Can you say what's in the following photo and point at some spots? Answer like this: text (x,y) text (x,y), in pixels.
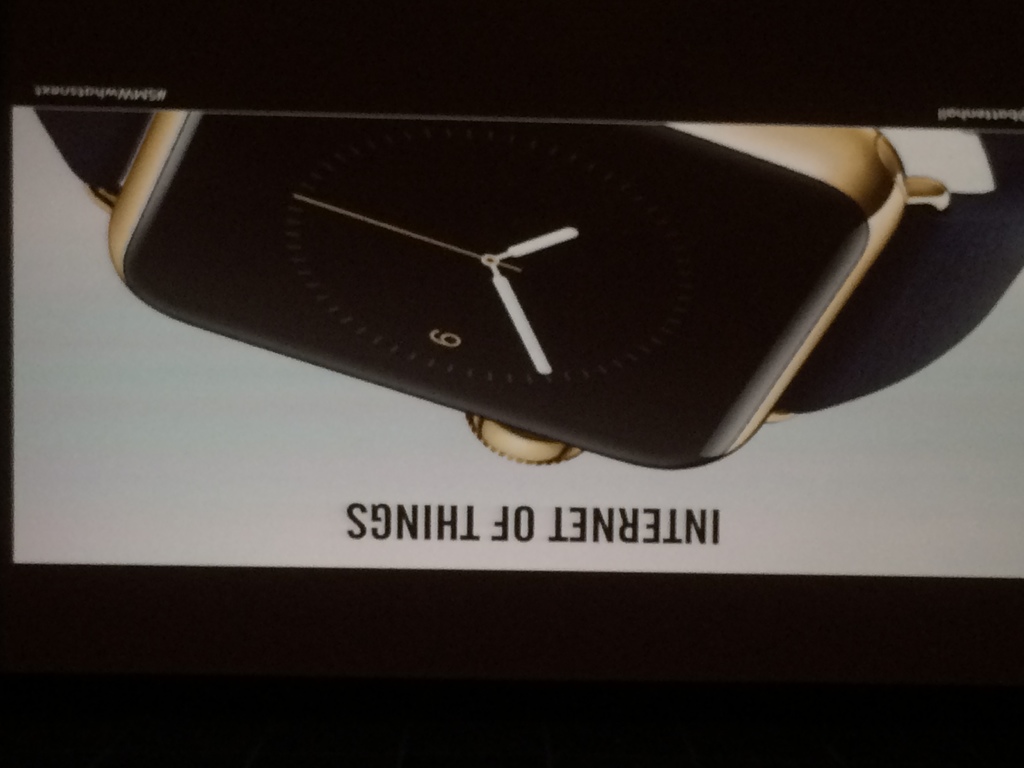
In this image I can see a watch (396,152) which is in black and gold color.
